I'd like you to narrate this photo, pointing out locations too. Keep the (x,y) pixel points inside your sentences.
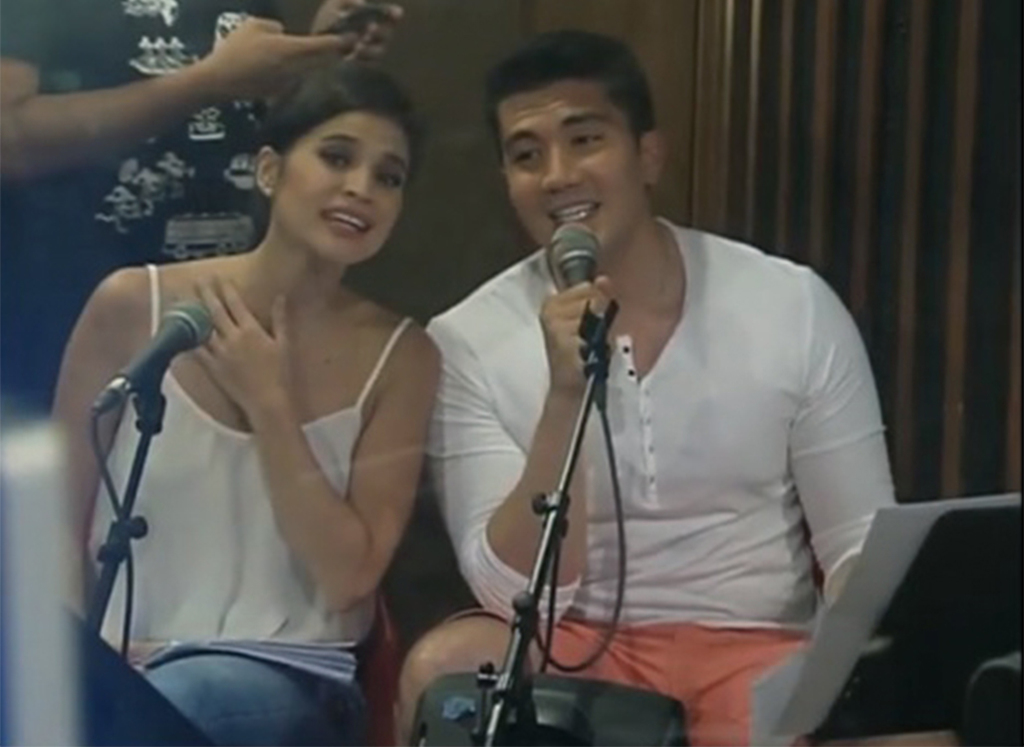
In this picture we can see few people (248,331) in the middle of the given image a man (504,476) and a woman (317,544) seated on the chair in front of them we can see a stand (959,602) and a microphone (106,400), in the background (43,81) there is a person (128,67) standing holding a mobile (363,17) in hands (370,36).
